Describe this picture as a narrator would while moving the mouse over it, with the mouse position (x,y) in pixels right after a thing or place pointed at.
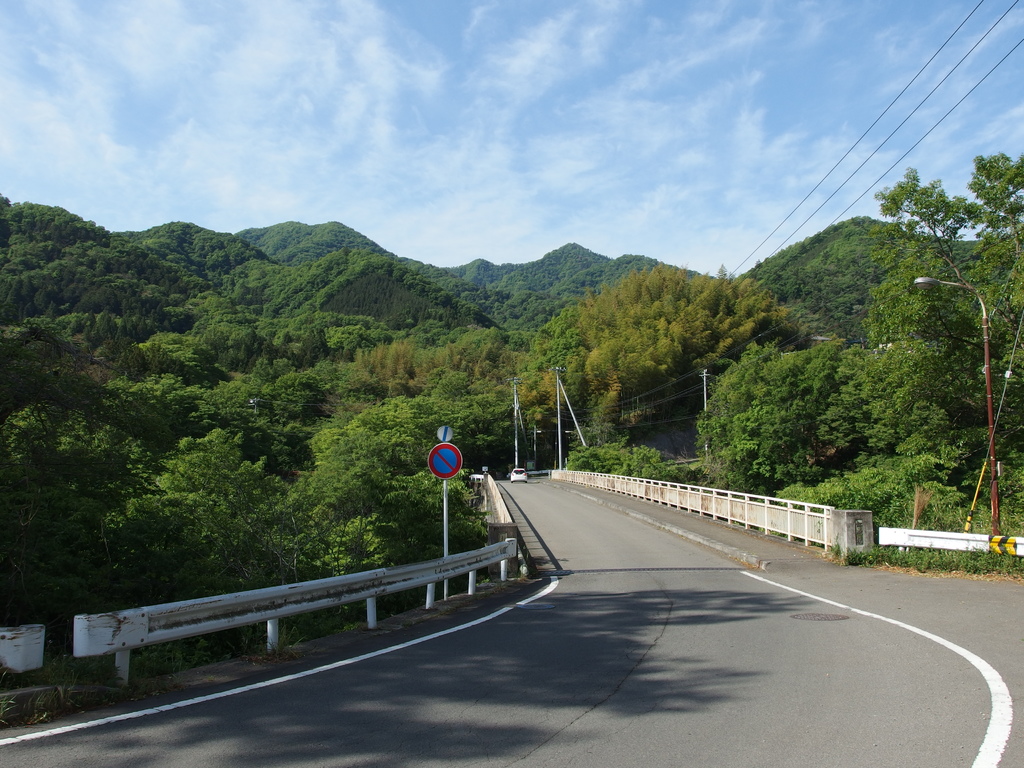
This picture shows many trees (524,317) and we see hills (411,306) and a road (567,681) and we see a sign board (457,469) on the side and we see a blue cloudy sky (438,158) and a pole light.
